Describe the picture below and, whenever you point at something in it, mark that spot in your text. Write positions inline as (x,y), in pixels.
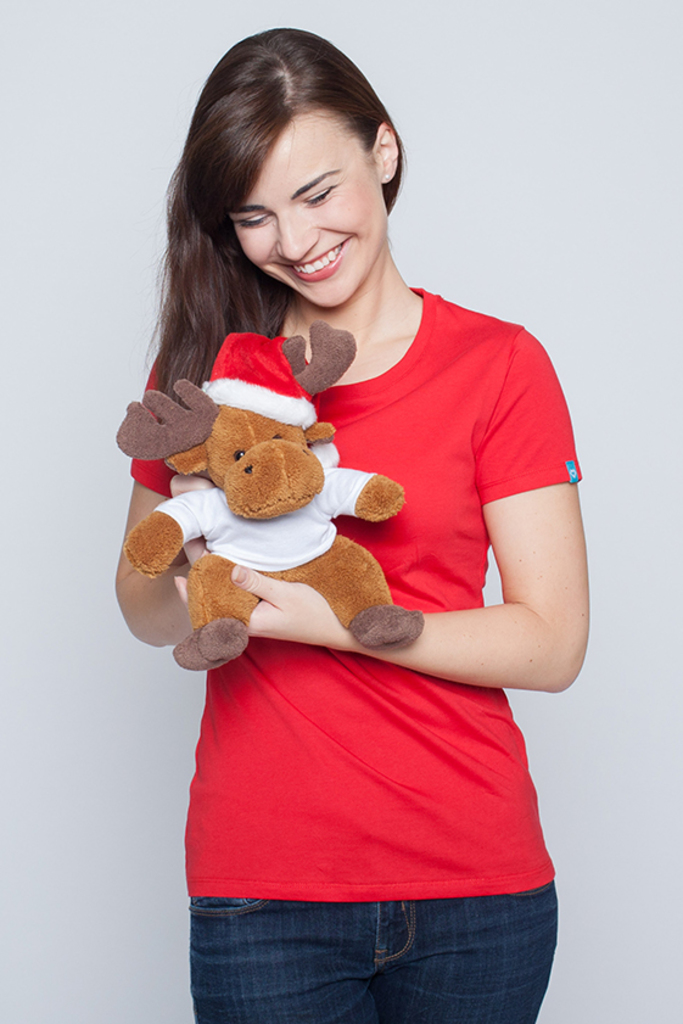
In this image I can see a woman (346,393) standing and smiling. She is wearing a red t shirt (310,650) and holding a soft toy (318,492). There is a wall (118,880) at the back (524,67).
